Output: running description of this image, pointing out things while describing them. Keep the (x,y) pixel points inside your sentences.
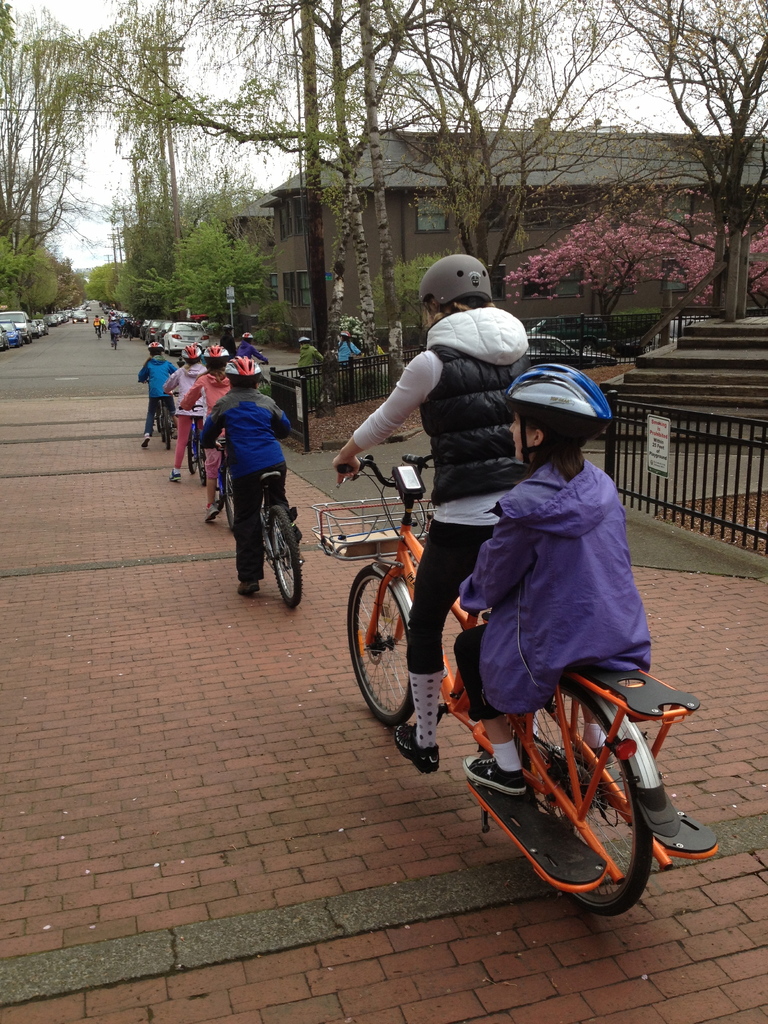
There are many people (218,350) wearing helmets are riding bikes (449,680) on the road (197,510). On the sides of the road (45,337) there are trees (256,246), vehicles (27,320), railings (675,486). Also there are buildings (407,190). In the background (461,22) there is sky (558,39).
